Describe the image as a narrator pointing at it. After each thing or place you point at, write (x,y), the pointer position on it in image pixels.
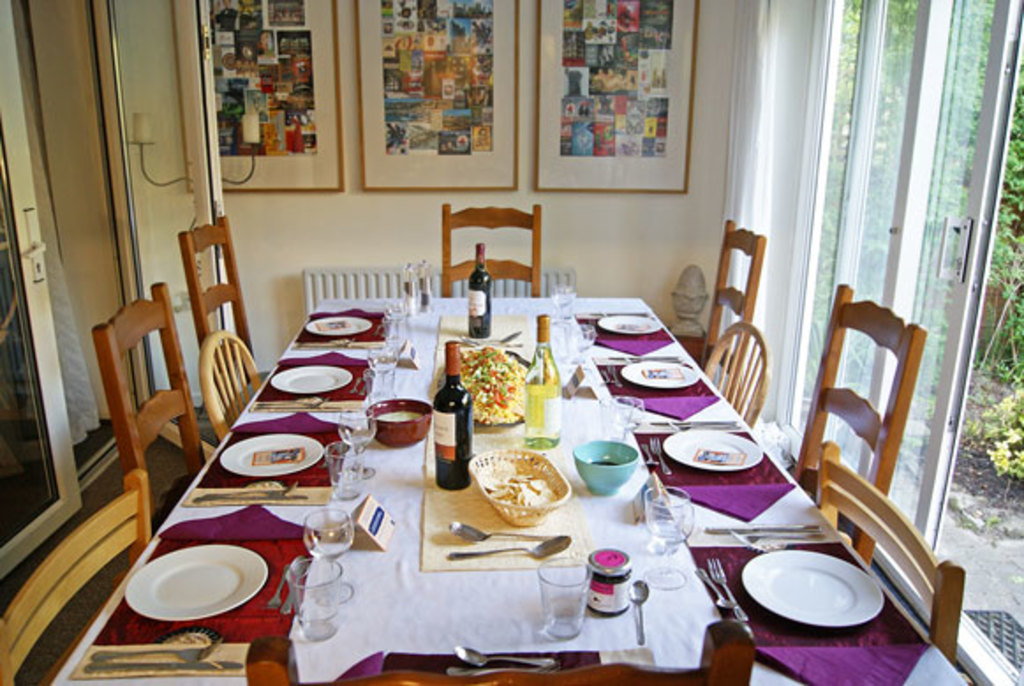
In this image I can see a table (689,367) on the table (696,375) can see glasses (326,542) bottles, bowls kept on the table (493,481) and I can see a cloth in purple color and I can see the wall (276,203) and photo frame (241,167) attached to the wall (554,206) and I can see door (962,277) window (951,222), trees (1010,225).
